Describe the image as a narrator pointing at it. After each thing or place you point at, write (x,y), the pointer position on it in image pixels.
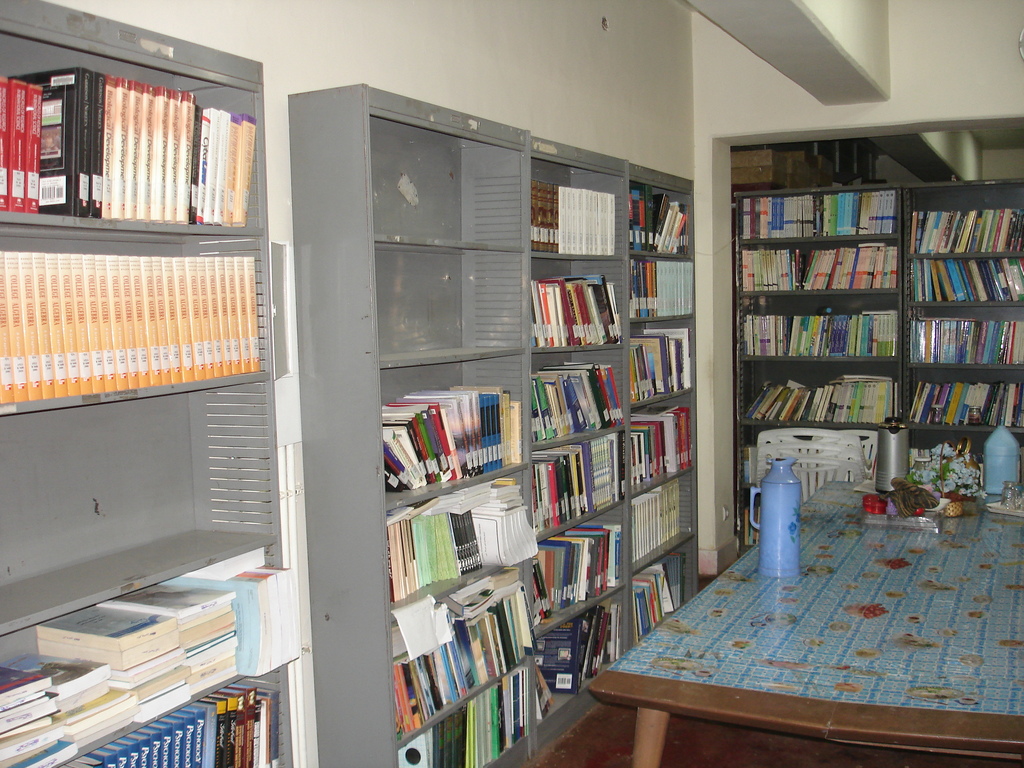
In this picture we can see a table (920,668). On the table (870,571) there is a bottle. Here we can see the rack (802,310). And there are some books (516,494) in the rack (383,601).
